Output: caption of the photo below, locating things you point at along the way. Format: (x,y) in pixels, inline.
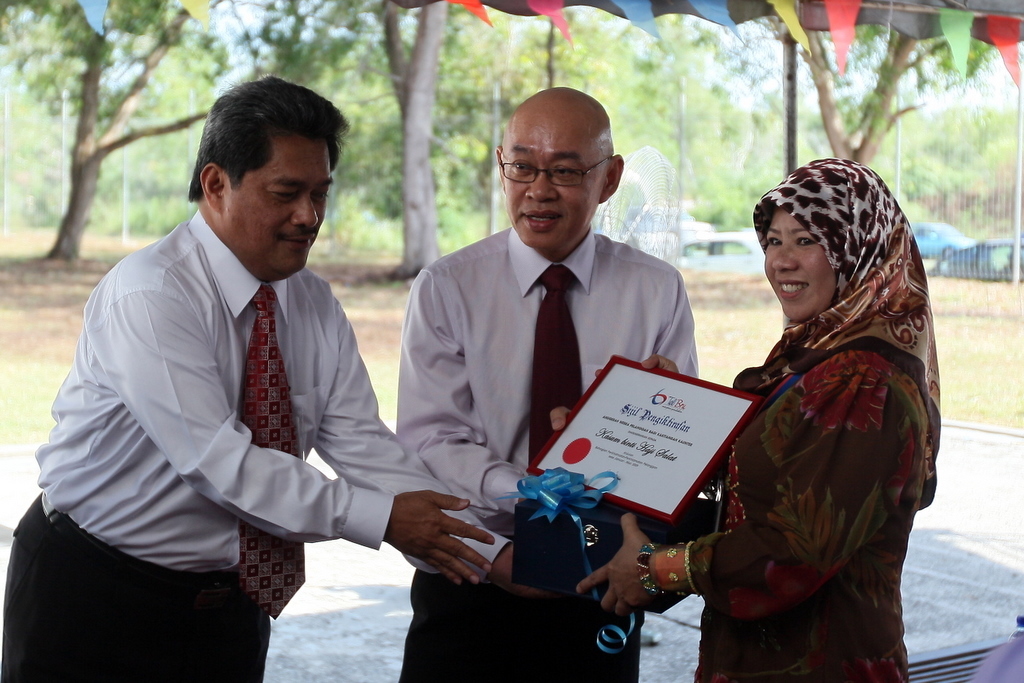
In the middle of the image (431,451) three persons (255,250) are standing, smiling and holding a frame (634,381) and gift box (527,487). Behind them there are some trees (988,176), poles (1016,258) and fencing (1005,186). Through the fencing (683,208) we can see some vehicles (1003,266).
